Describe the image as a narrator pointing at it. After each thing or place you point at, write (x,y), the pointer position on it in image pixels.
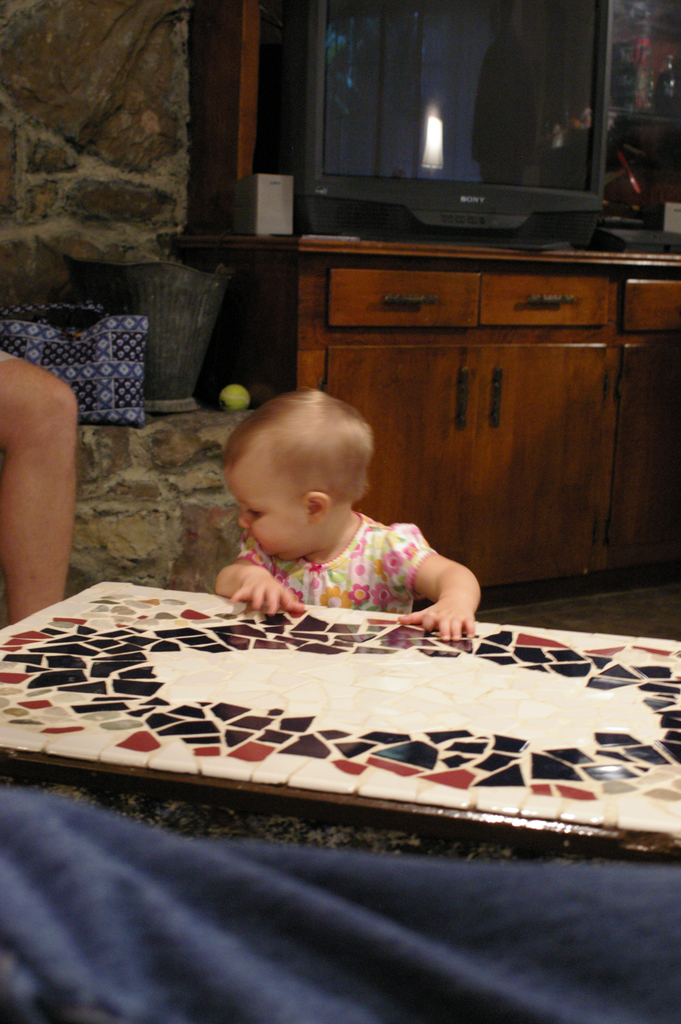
In the image there is a baby (319,539) in front of table (375,727) and at background (437,149) there is tv (536,108) on the table (503,359).
